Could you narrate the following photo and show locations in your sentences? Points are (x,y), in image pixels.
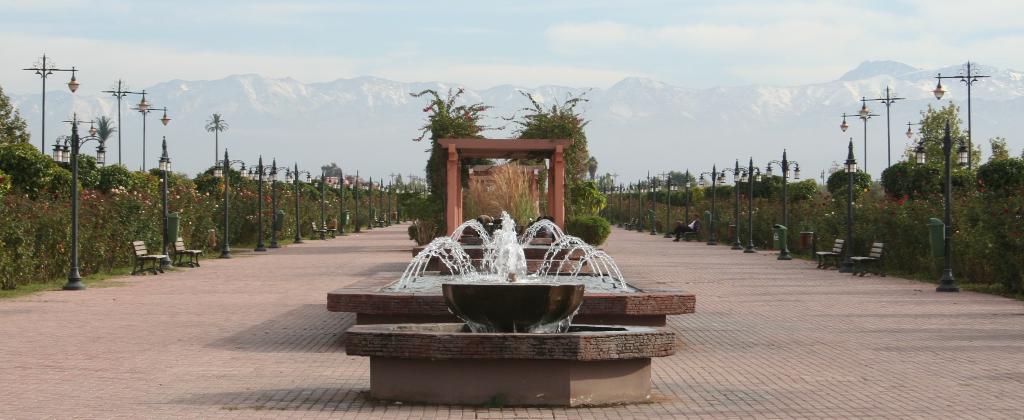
This picture consist of a garden (894,197), at the top (497,37) I can see the sky (455,35) and the hill (734,112), on the left side (21,165) I can see the poles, lights (378,185) and benches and plants (24,205) and in the middle (593,230) I can see plants (564,133) and water fountain (511,259), on the right side (737,218) I can see the pole (850,241) and benches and a person (682,235) sitting on the bench (698,232) and trees (1011,179) and plants (879,229).
